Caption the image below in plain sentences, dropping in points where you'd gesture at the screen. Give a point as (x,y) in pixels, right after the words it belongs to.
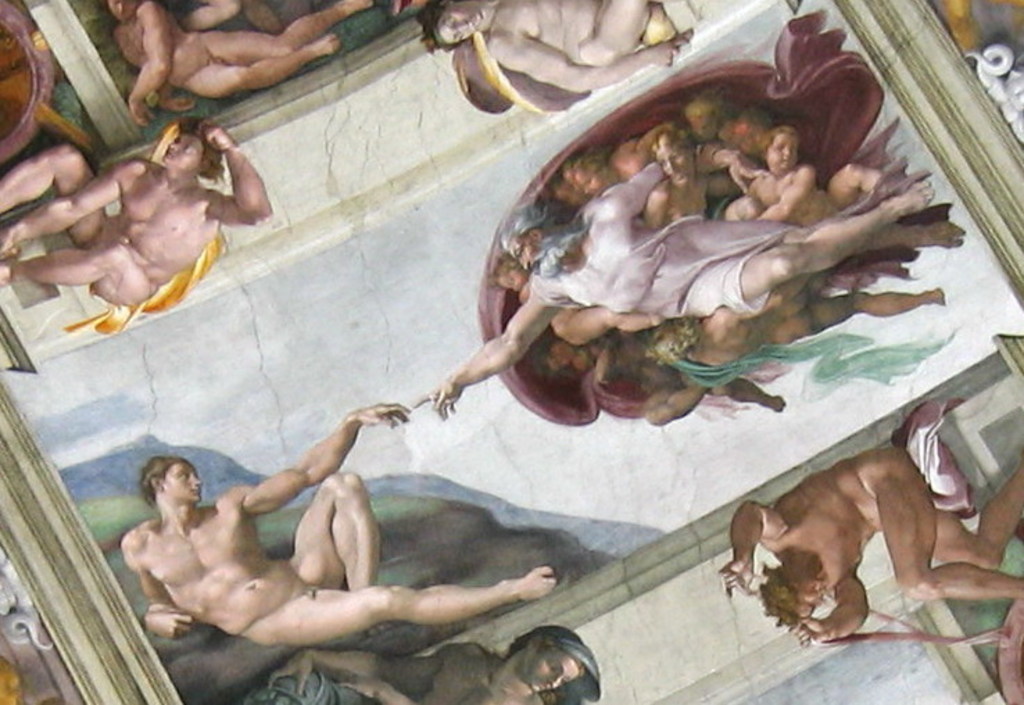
This looks like a painting of people (207,207). Here is the hill (127,508). I can see a cloth (605,217).
